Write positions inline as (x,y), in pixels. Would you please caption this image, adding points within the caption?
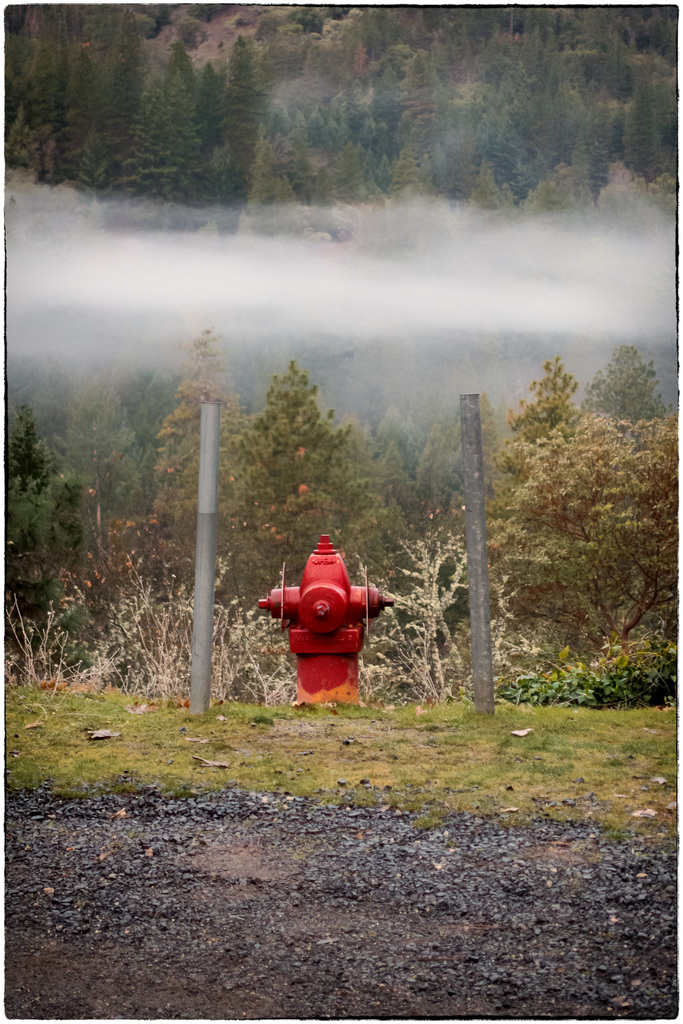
In this image, we can see the ground (260,809). We can see some grass (620,756), plants (571,673), trees (353,520), poles (471,479). We can also see a red colored object (342,695) and some smoke (264,288).
